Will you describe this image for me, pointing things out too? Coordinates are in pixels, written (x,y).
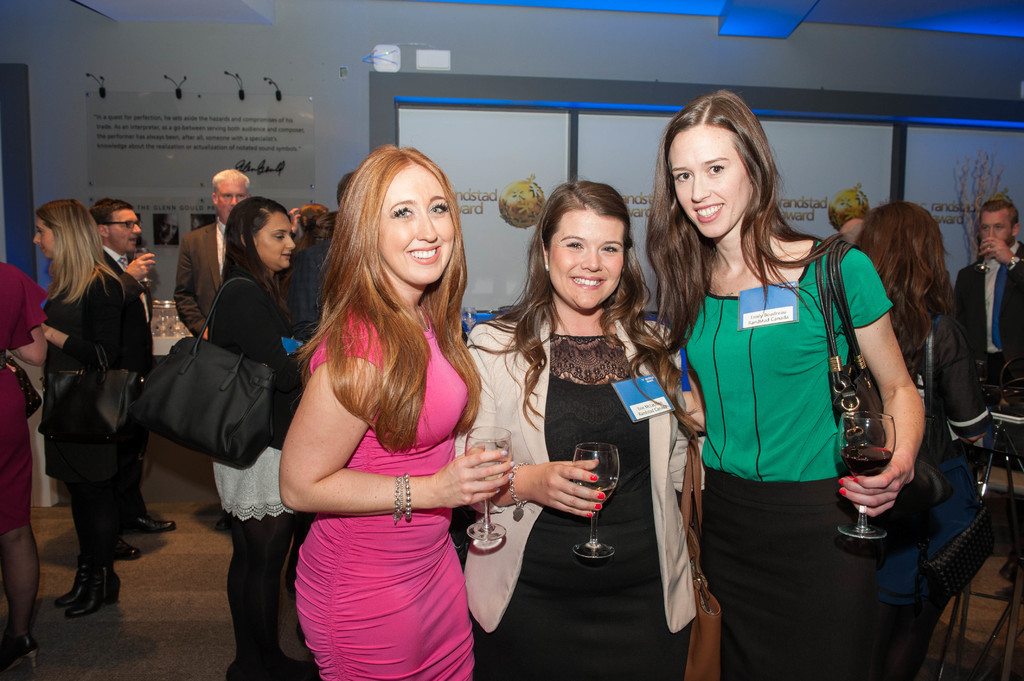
In this picture we can see some people (207,272) standing here, three women (430,462) in the front (607,458) are holding glasses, this woman (288,398) is carrying a bag (235,390), in the background (247,115) we can see a board (237,103), there is a wall (512,39) here, we can see a hoarding (526,126) here.
